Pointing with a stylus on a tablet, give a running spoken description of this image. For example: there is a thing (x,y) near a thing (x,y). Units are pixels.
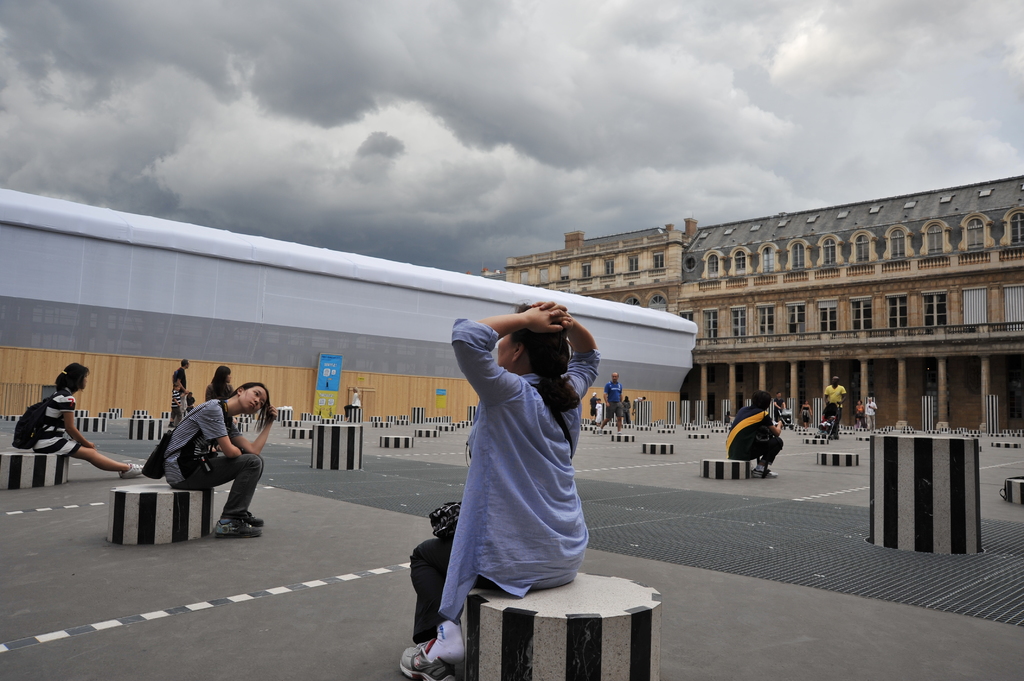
In this picture we can see a group of people (581,527) on the ground (219,601), some people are sitting on platforms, some people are standing, one person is walking, here we can see posters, wall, buildings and we can see sky (656,28) in the background (669,25).
